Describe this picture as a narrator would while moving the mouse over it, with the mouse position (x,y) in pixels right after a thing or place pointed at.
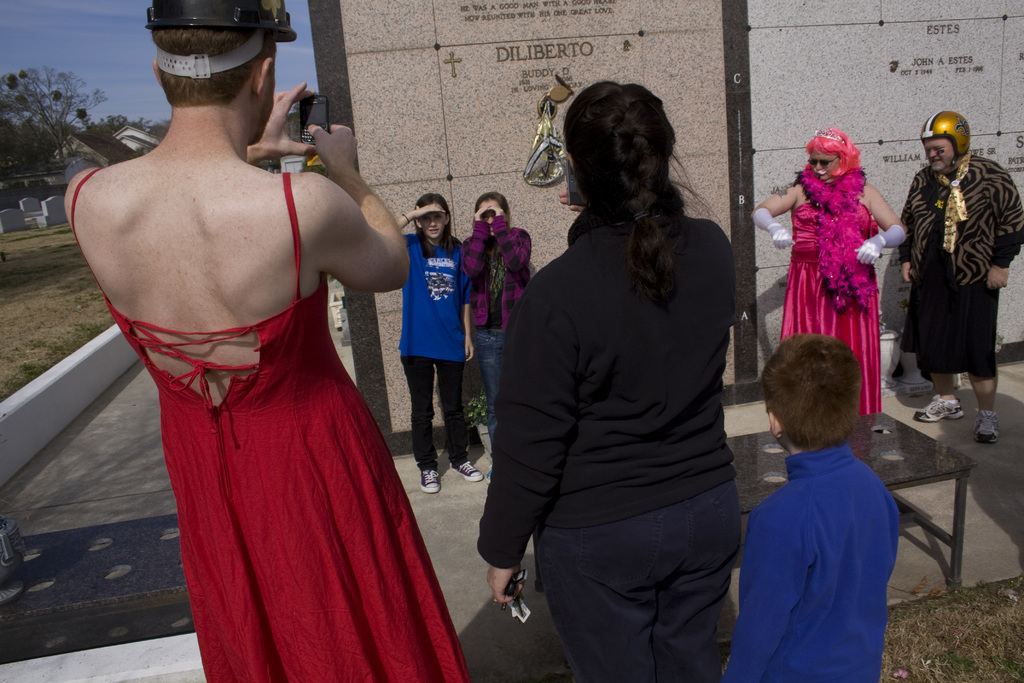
In this image I can see the group of people (678,433) with different color dresses (707,255). I can see two people (232,171) wearing the helmets (224,55) and one person (215,92) holding the mobile (304,136). There is a table (860,456) in-front of two people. In the back (436,54) I can see the wall (616,80) and something is written on it. To the left (292,62) I can see many trees (12,87) and the sky (81,37).
